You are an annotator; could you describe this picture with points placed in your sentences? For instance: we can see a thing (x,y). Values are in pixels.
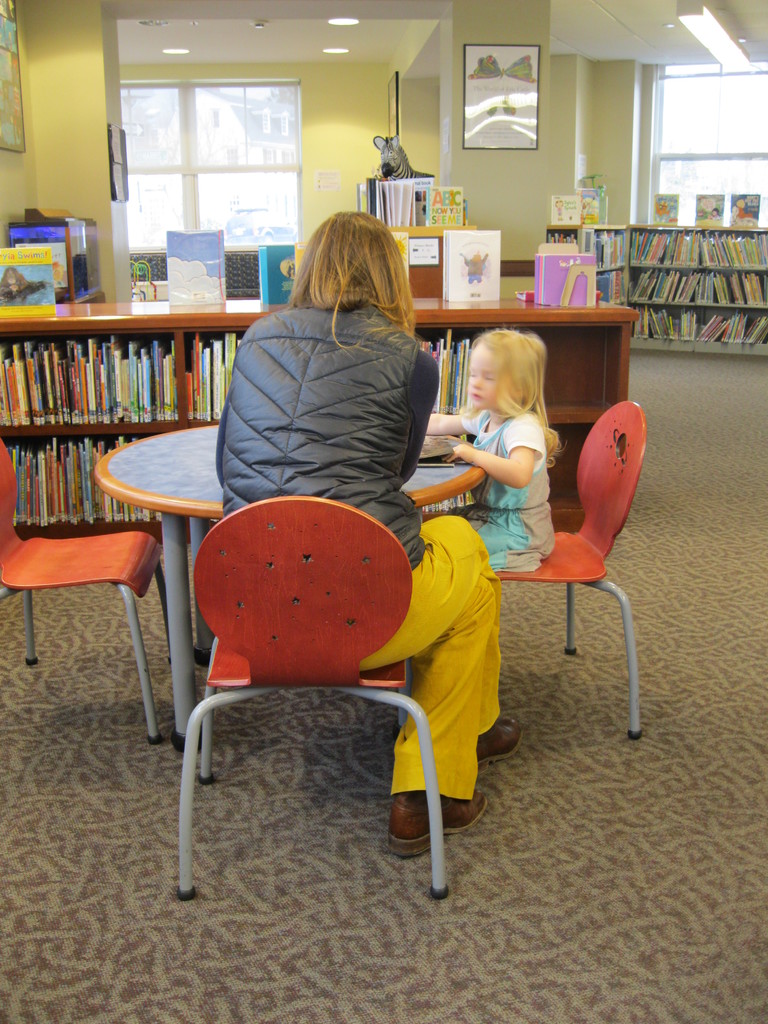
In this image we can see few people (430,520) sitting on the chairs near the table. There are many books (677,284) placed on the racks (159,368). There are few photos (494,112) placed on the walls (461,116). There are few windows (253,195) in the image. There are few objects (555,270) placed on the tables (530,304). There are few lights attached to the roof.
